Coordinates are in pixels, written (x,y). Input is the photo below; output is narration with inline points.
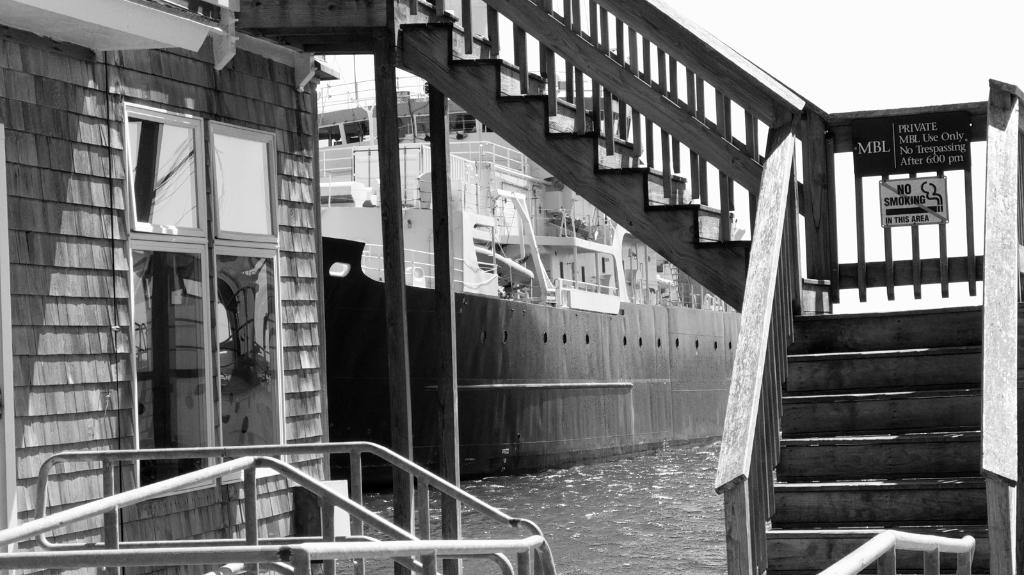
In the picture I can see stairs (792,380), a ship (551,353) on the water (554,487), poles (458,422), the sky (836,43) and some other objects (164,414). This picture is black and white in color.
